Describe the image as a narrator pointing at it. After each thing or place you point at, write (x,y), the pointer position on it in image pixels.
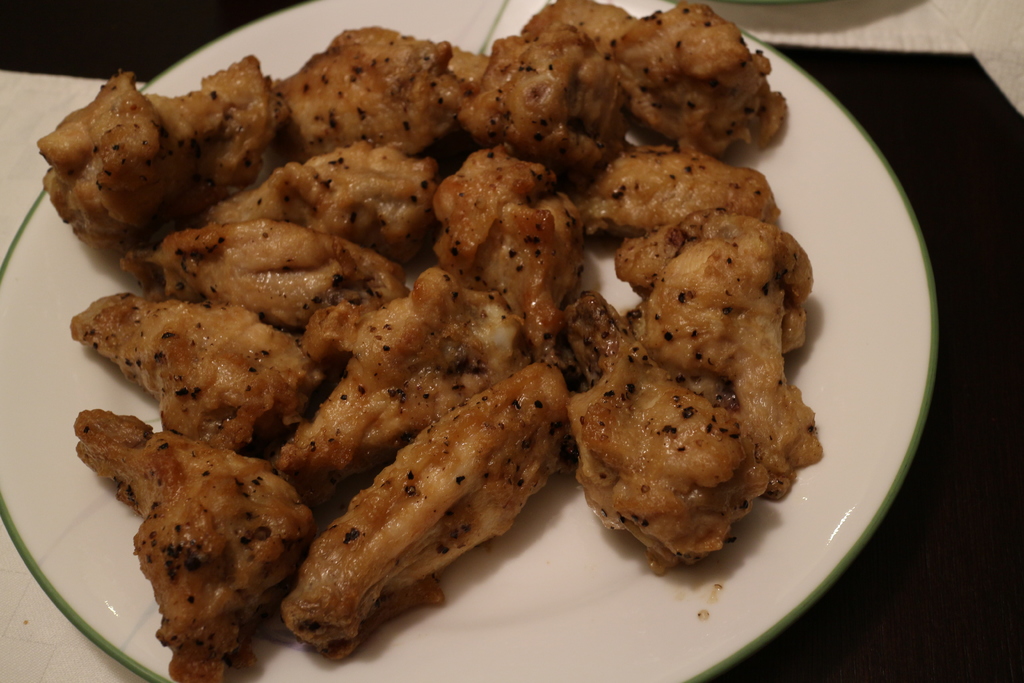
In the foreground of this image (481,240), there are fried chicken wings (570,451) on a platter (533,609) which is on a black table (875,625). On the top right corner (962,43) and the bottom left corner (32,654), there are white clothes (45,652).
